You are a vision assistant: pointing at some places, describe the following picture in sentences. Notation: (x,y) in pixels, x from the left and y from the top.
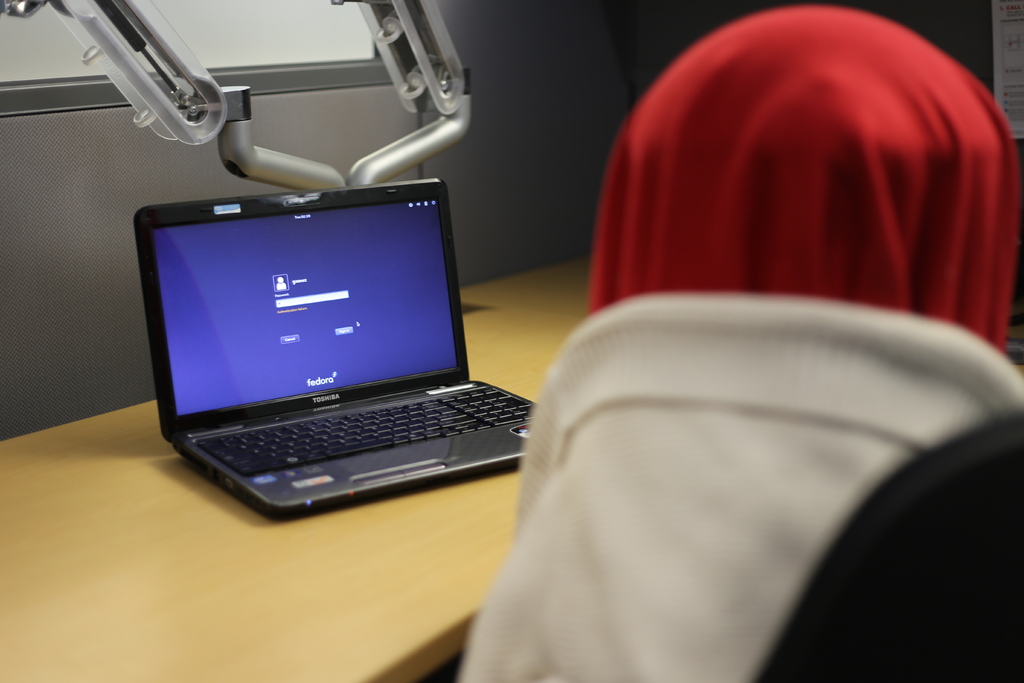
In this image I can see a laptop (262,370). Here I can see red and white colour thing (675,404).
